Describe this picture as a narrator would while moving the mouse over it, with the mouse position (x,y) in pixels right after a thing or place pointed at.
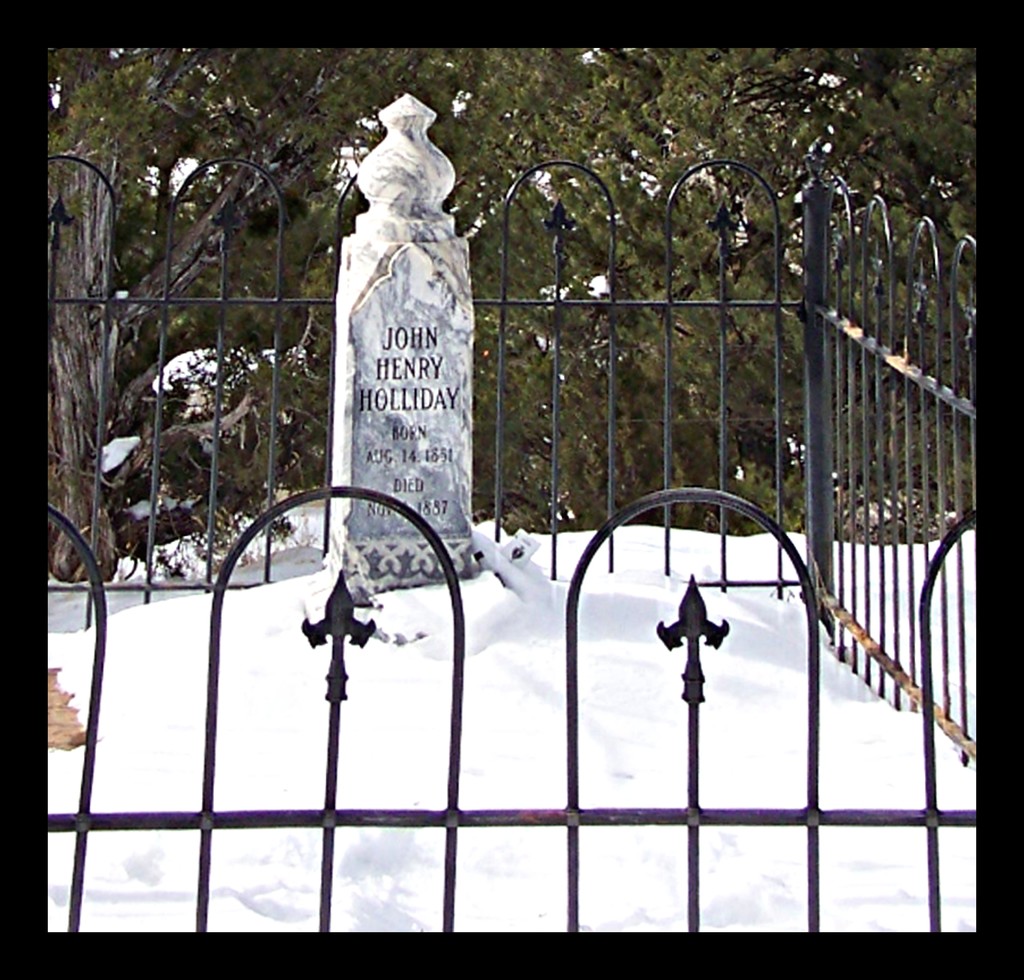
In this image I can see a monument (421,270) and snow (511,712). In front I can see a black color fencing (667,374). Back I can see trees (662,88).
